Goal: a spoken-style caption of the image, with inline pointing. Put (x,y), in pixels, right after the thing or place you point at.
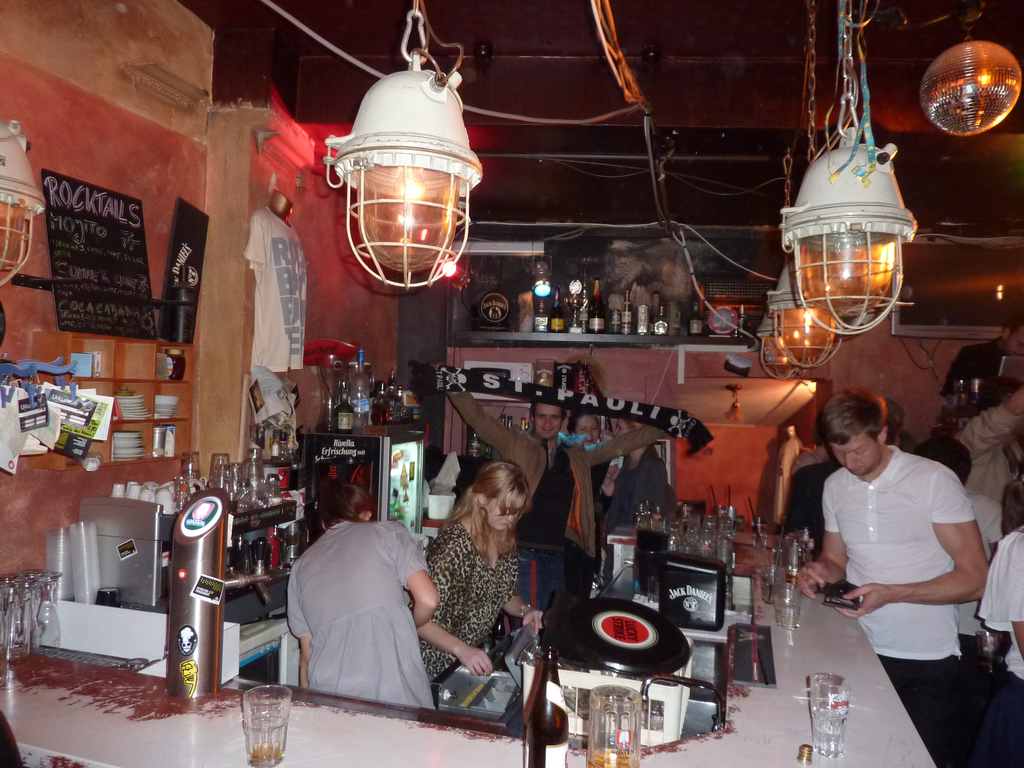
In this image I see the counter top (826,650) on which there are number of glasses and I see few equipment (698,590) over here and I see the racks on which there are number of things (541,320) and I see something is written on this black board (118,257) and I see the lights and I see the wall (306,209) and I see number of people (884,515) and I see that this man (506,451) is holding a cloth (562,406) on which there is something is written.
